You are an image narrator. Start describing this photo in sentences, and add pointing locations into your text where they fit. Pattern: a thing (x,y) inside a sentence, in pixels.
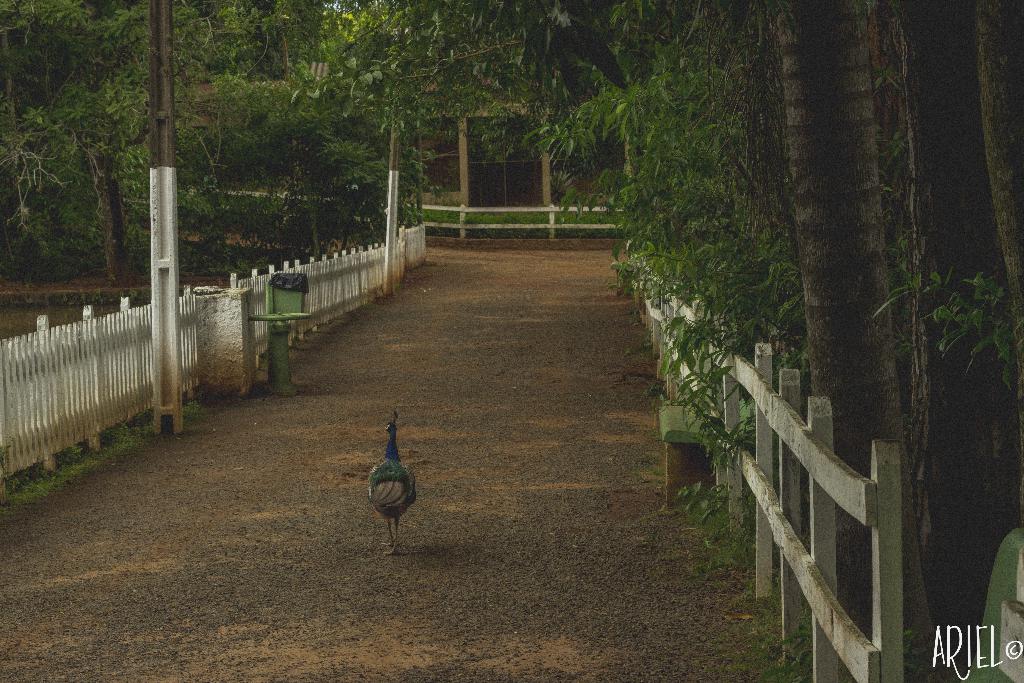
In this image I can see a peacock (387,481) on the ground (391,379). On the right (687,389) and left side of the image (137,389) I can see the railings (183,365) and many trees (985,268). On the left side (159,113) there are two poles (156,318). In the background (598,195) there are some plants (441,216) and pillars (466,169).
